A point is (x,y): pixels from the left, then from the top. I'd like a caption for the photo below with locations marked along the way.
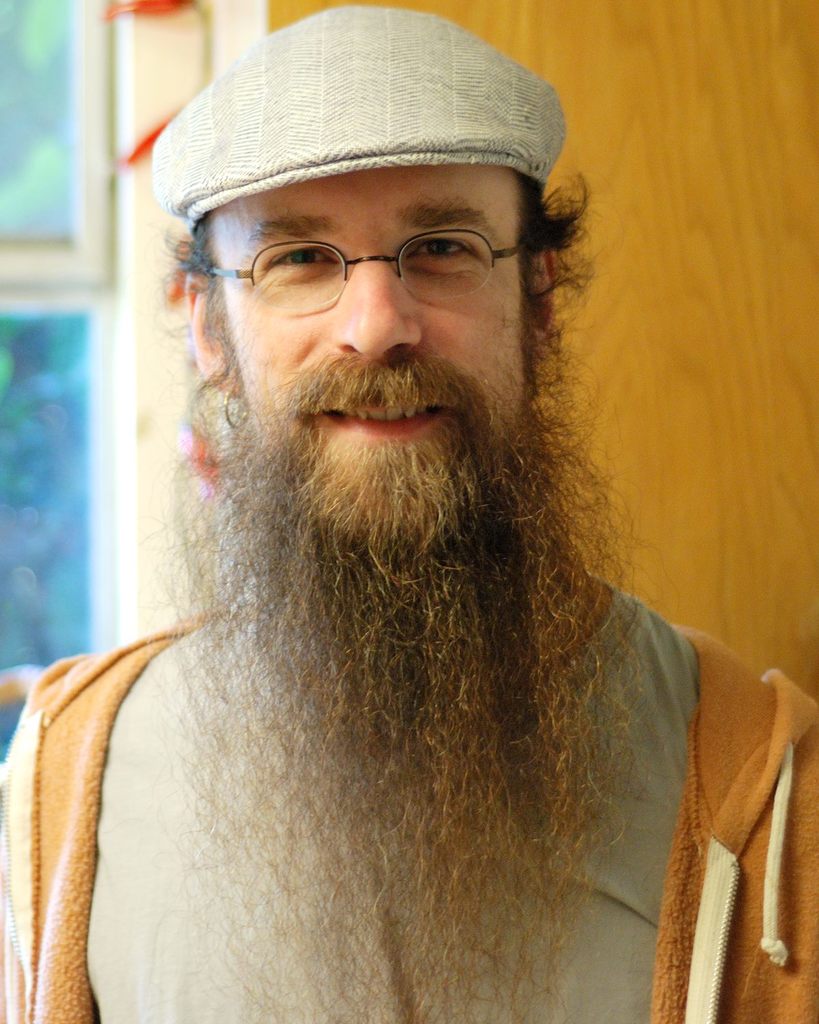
In this picture we can see a person (277,249) wearing a cap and a spectacle (421,252). He is smiling. We can see a few objects (74,63) in the background (59,41).
